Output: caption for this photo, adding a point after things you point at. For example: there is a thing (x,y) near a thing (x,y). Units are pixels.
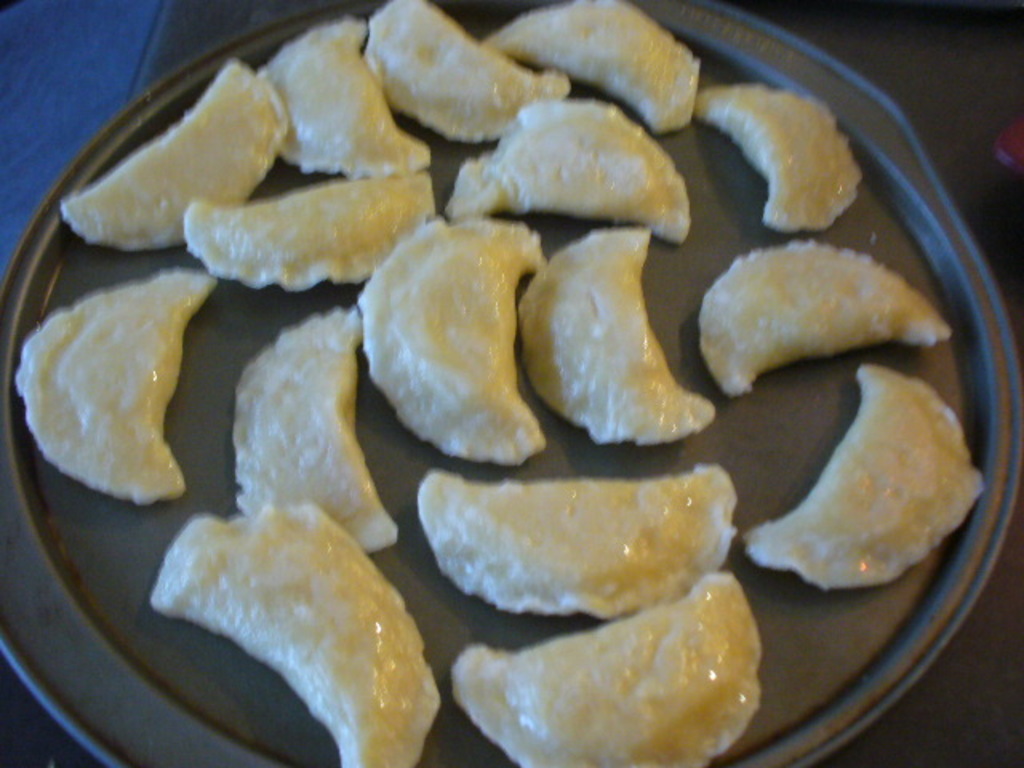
In this image I can see there are food items (487,431) in the shape of a half moon in a plate (142,692).
